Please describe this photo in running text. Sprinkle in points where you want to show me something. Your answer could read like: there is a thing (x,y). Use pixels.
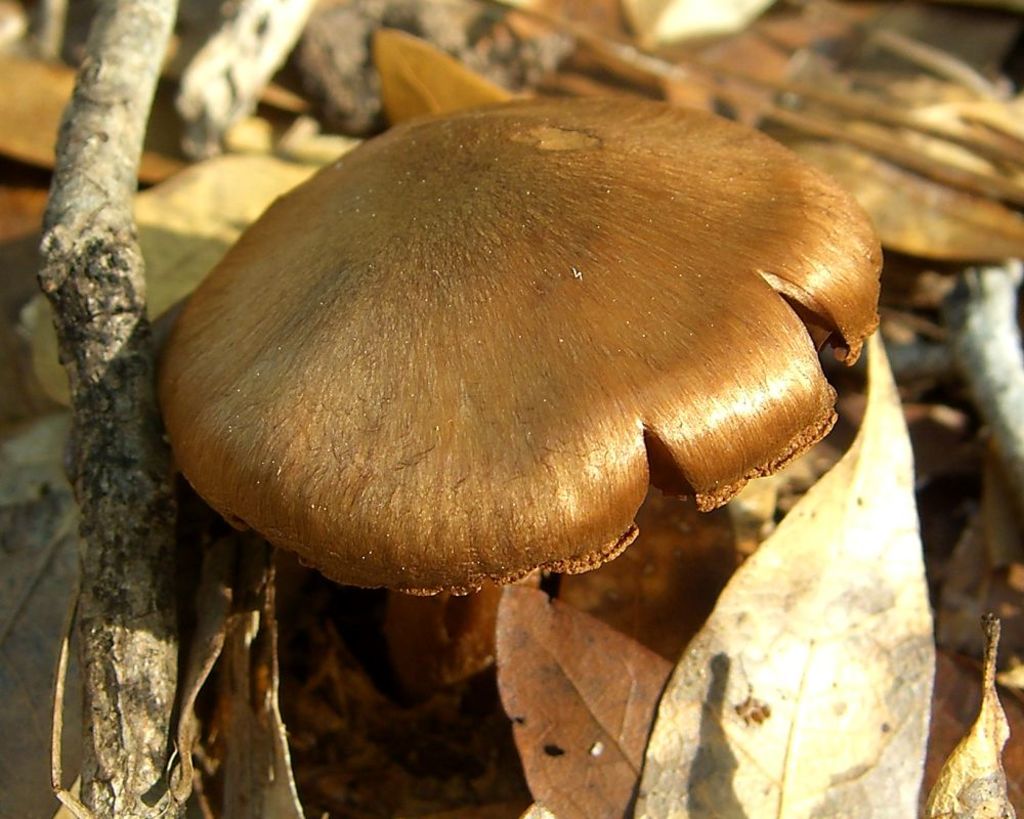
In this image we can see a mushroom (582,409) and dried leaves (755,660). Background (764,2) it is blur.
